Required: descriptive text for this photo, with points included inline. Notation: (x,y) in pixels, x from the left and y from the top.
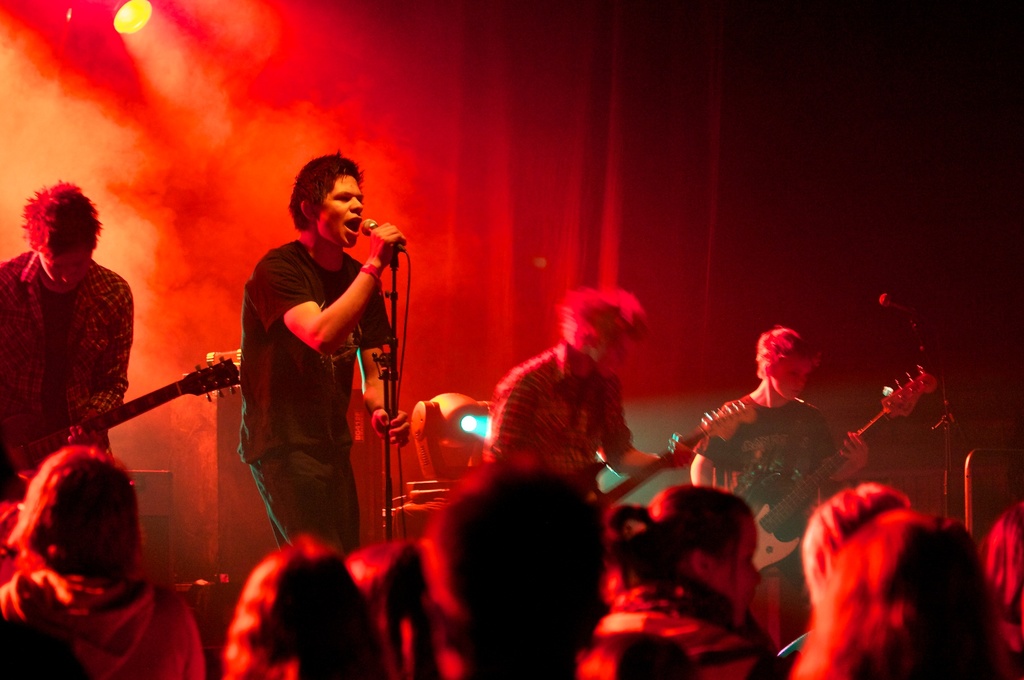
In this image there is a person (350,307) holding a mic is singing on the stage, beside the person (326,380) there are three other persons (789,411) playing guitar (214,366), in front of them there are audience (469,570), in the background of the image (396,170) there is a curtain (438,160) and a focus light (144,3).
